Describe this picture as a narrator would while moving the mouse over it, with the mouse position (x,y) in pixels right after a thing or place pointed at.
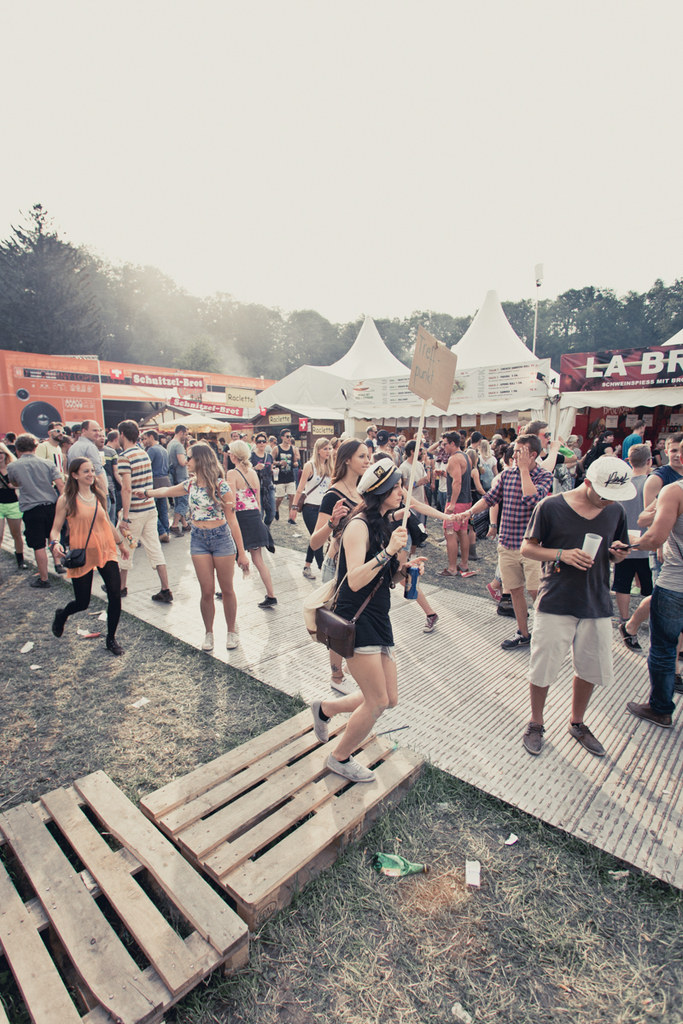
In the image there are women (357,525) and men (634,631) standing and walking on the road (513,697), in the back (679,412) there are tents (354,414) followed by trees (166,325) behind it and above its sky (389,180).
